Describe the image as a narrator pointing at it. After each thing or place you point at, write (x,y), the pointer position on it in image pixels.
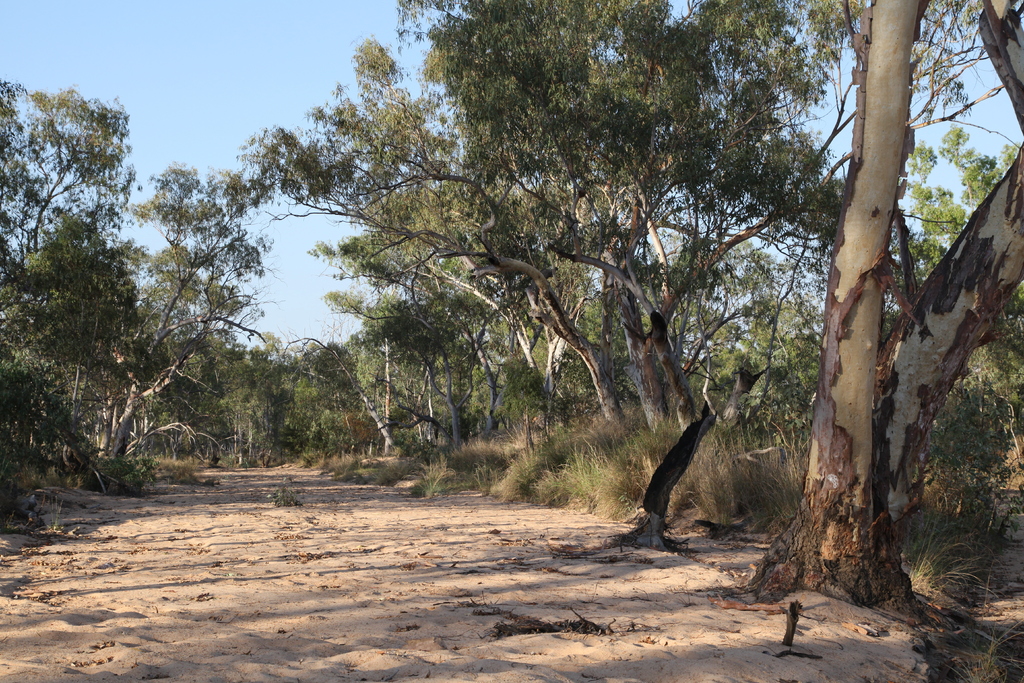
In this image at the center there is a road (483,575). At the background (377,369) there are trees (293,133) and sky (206,73).
